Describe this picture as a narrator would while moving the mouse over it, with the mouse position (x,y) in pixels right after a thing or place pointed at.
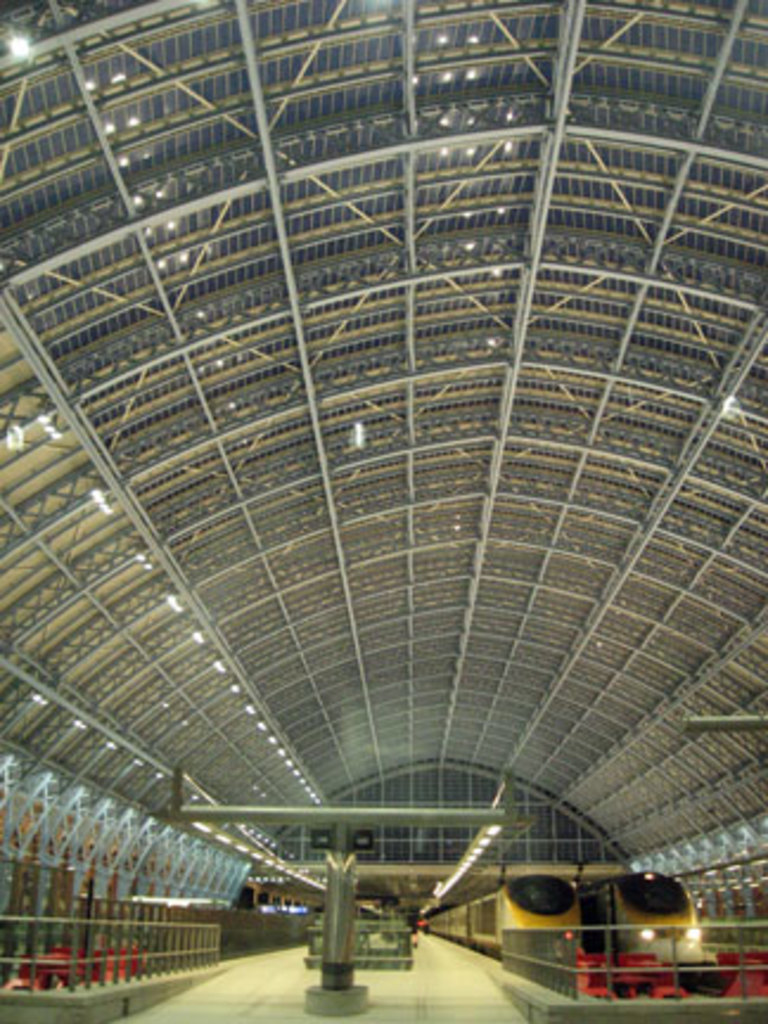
In this image there are two trains (643,913) are at bottom right corner of this image (526,885) and there is a big hall (517,744) as we can see in middle of this image (428,527).
